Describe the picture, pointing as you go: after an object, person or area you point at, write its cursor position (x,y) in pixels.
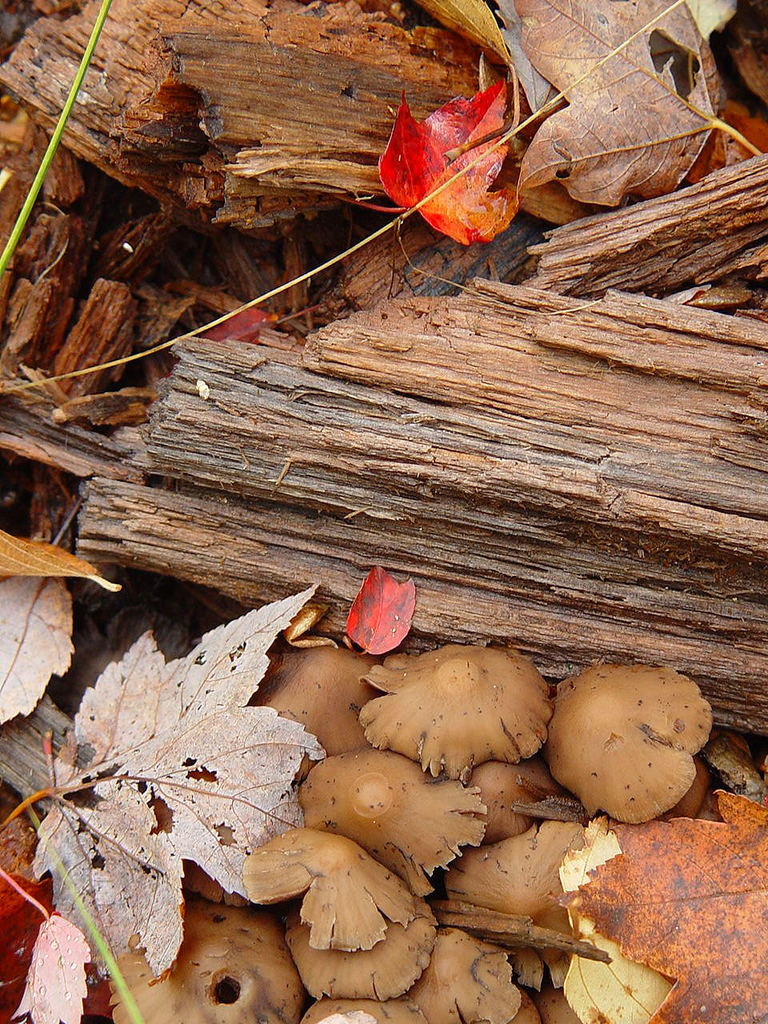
Here we can see wooden sticks (439,388), leaves (44,629), and mushrooms (569,778).
